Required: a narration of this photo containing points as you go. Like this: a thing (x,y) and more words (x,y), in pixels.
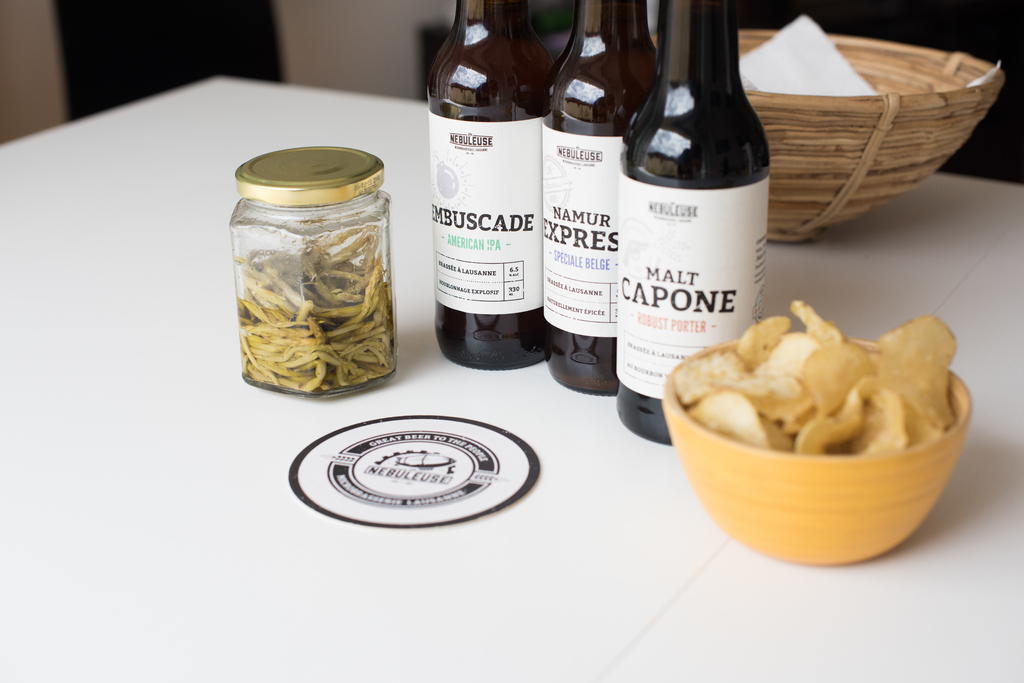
In this image i can see 3 bottles (568,186), a jar (387,254), a bowl (823,484) with chips (801,357) and a basket (825,200) on the table (62,368).
